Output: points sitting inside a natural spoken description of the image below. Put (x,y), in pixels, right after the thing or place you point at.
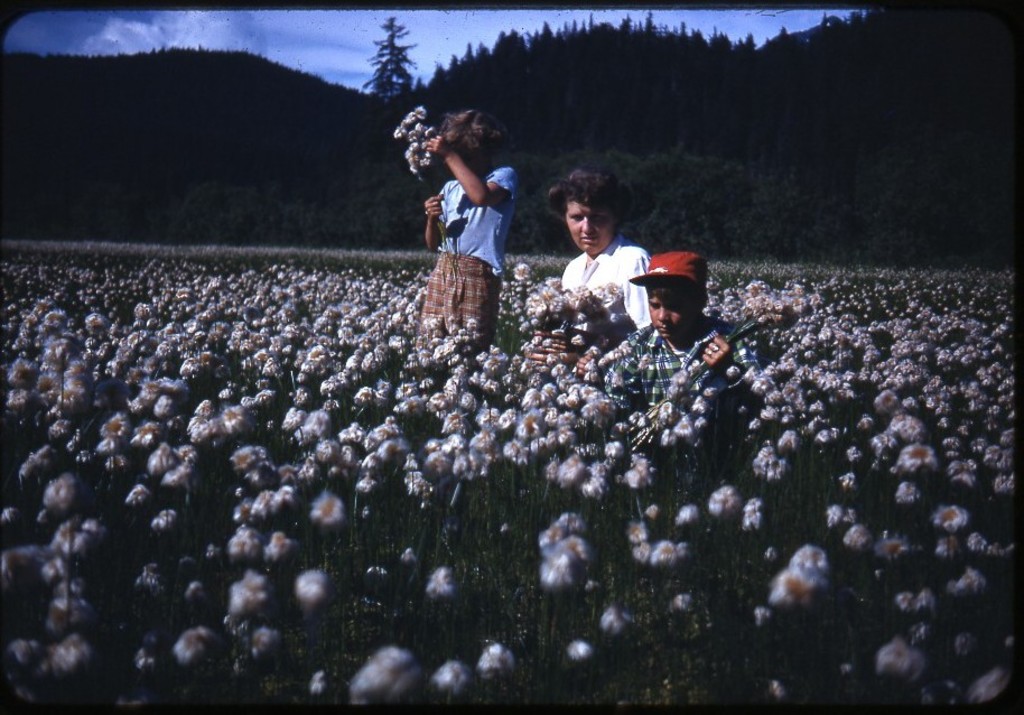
In this image there are three persons (450,198) in a flower garden (944,631), the three persons (484,312) are holding flowers (607,300) in their hands (436,199), in the background of the image (530,128) there are trees (586,126).
